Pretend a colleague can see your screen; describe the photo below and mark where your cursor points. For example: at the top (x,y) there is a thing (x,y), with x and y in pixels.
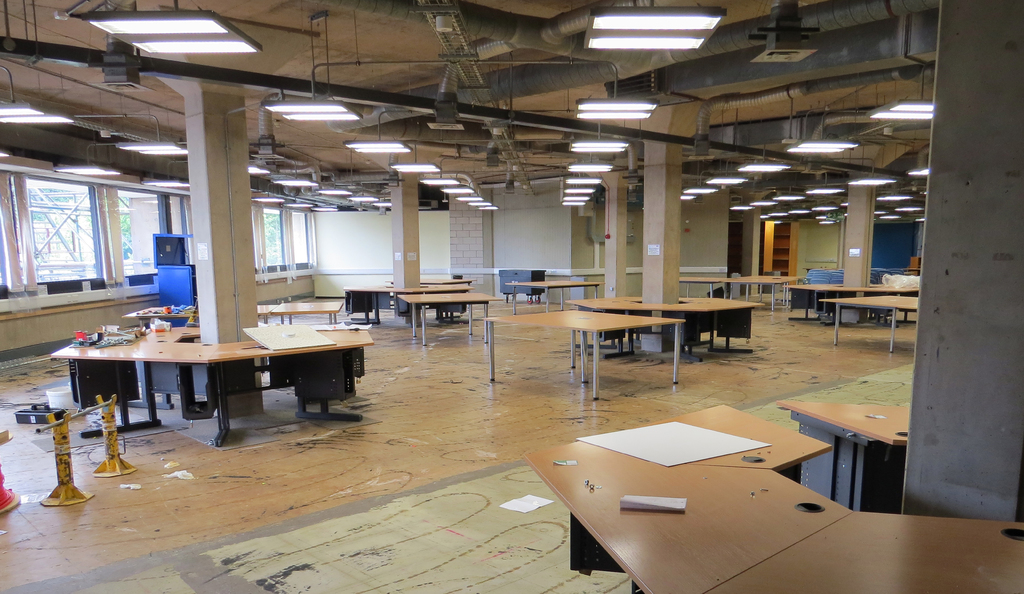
In this image I can see few tables (831,287) in cream color, pillars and walls (364,240) in white color. I can also see few windows (80,221) and lights (689,198).
